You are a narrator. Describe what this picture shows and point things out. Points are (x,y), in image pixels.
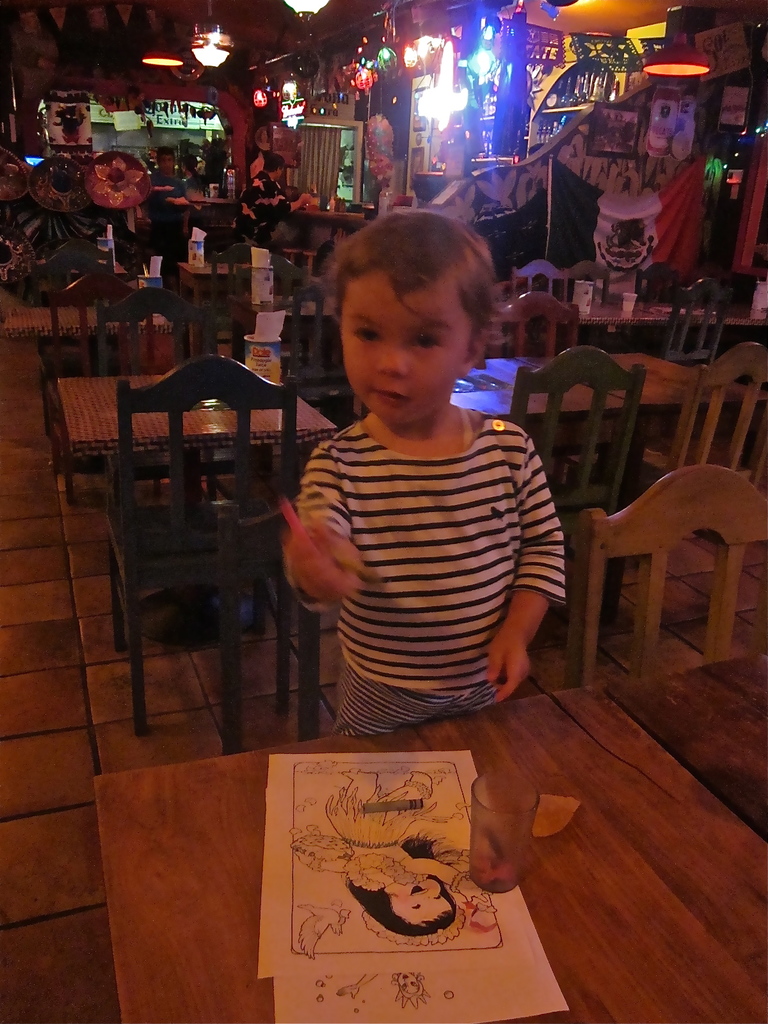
This picture describe about inside view of the restaurant (140,480) in which many table (103,396) and chairs (228,565) are placed. In front (384,572) a small boy (384,528) standing near table (527,760) wearing a white and black striped t-shirt (429,515) and some painting paper (539,975) and empty glass (485,860) on table (183,799). Behind we can see some hanging lights (444,84), Flag (627,222), Photo frame (633,133) and poster (731,42).
